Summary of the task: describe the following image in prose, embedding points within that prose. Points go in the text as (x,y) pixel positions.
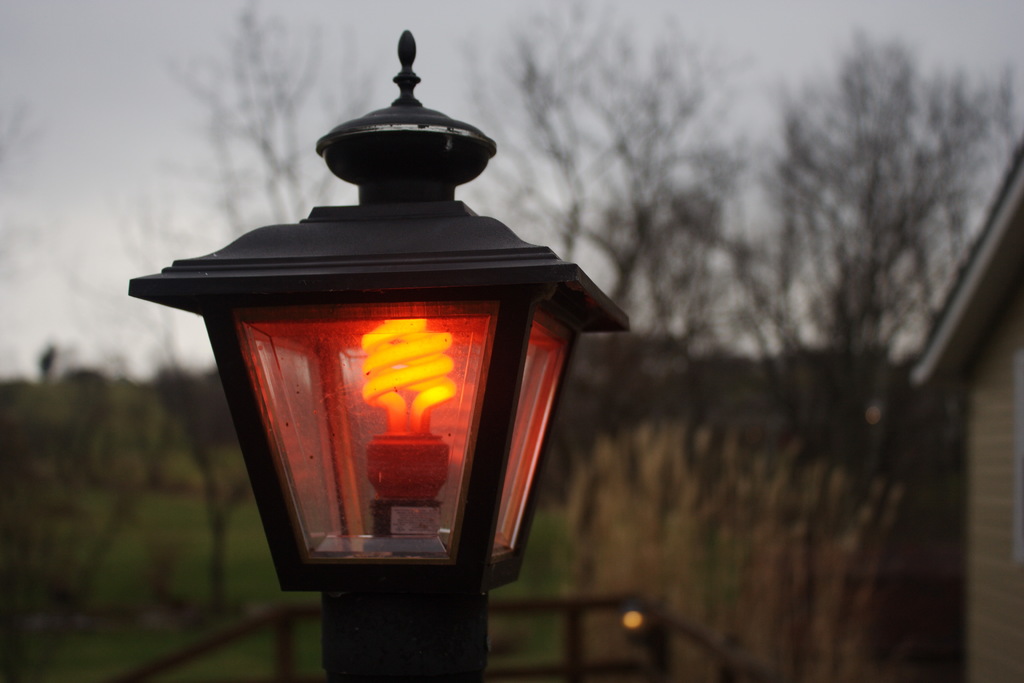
In this picture I can see a light bulb (381,398) in a black color object (366,408). In the background (650,213) I can see trees (685,241), the sky (152,171) and other objects (867,488).
